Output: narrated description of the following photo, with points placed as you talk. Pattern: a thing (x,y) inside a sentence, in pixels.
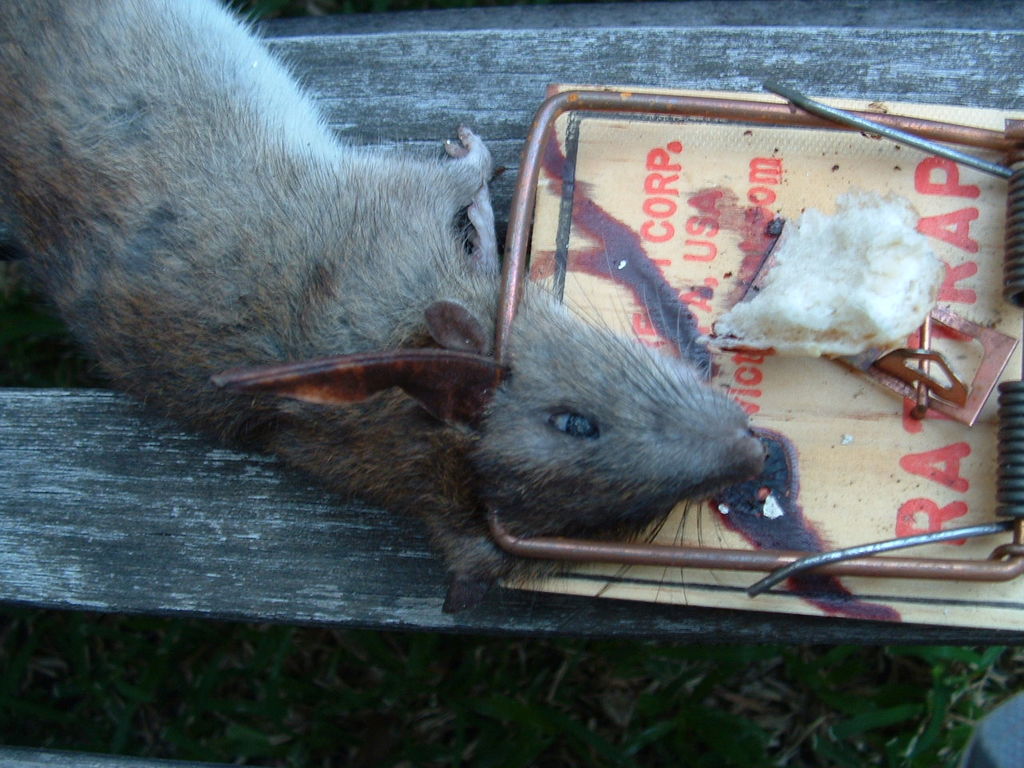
In this image we can see a rat (452,312) in the rat trap (720,598). In the background (589,641) there is grass (500,702).
